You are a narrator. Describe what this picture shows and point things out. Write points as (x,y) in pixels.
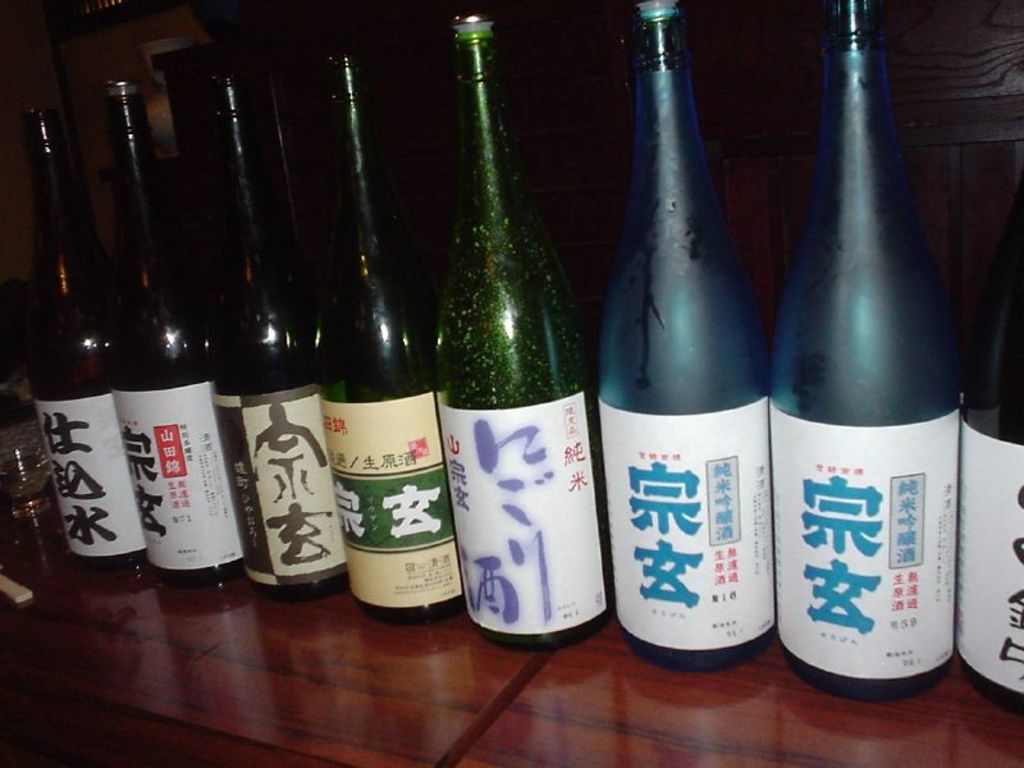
Here we can see group of wine bottles (288,326) and label (764,520) on it, on the table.
